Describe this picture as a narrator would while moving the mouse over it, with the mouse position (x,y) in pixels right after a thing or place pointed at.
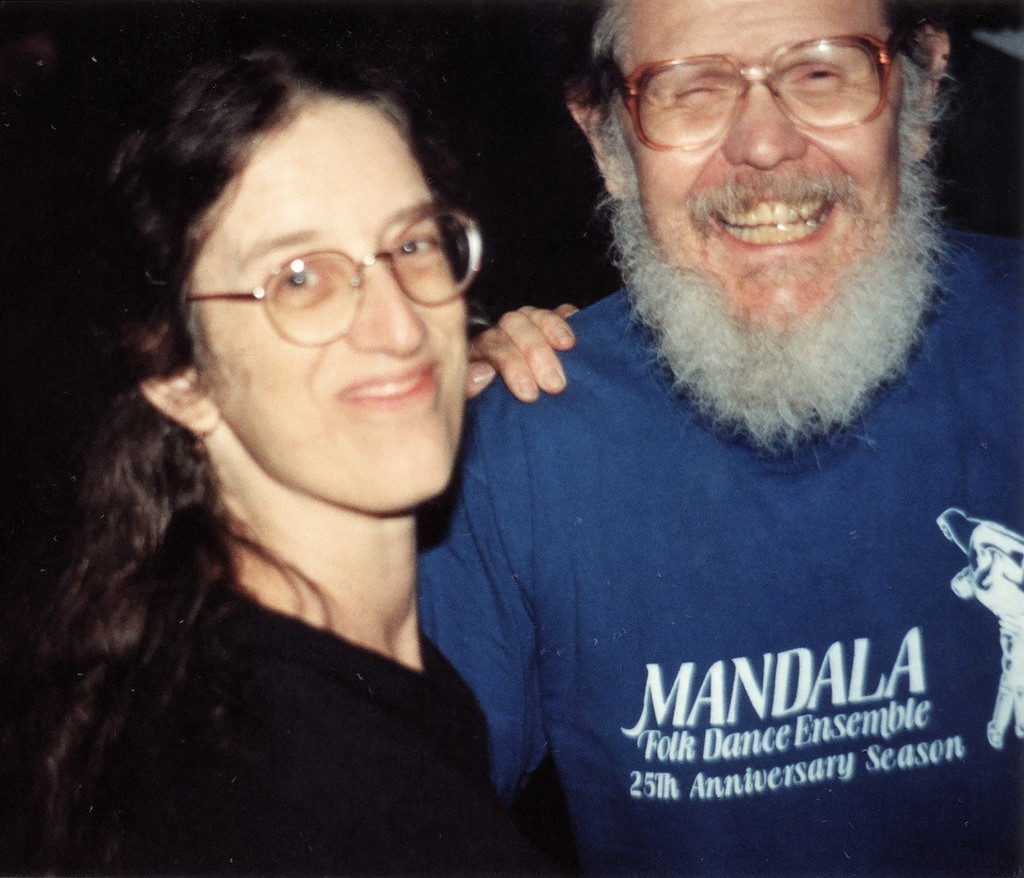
In this picture we can see two persons (593,585) are smiling, they wore spectacles (781,88), a person (794,345) on the right side (775,595) wore a t-shirt (865,618), we can see some text (781,702) on the t-shirt (699,707), there is a dark background (515,89).
